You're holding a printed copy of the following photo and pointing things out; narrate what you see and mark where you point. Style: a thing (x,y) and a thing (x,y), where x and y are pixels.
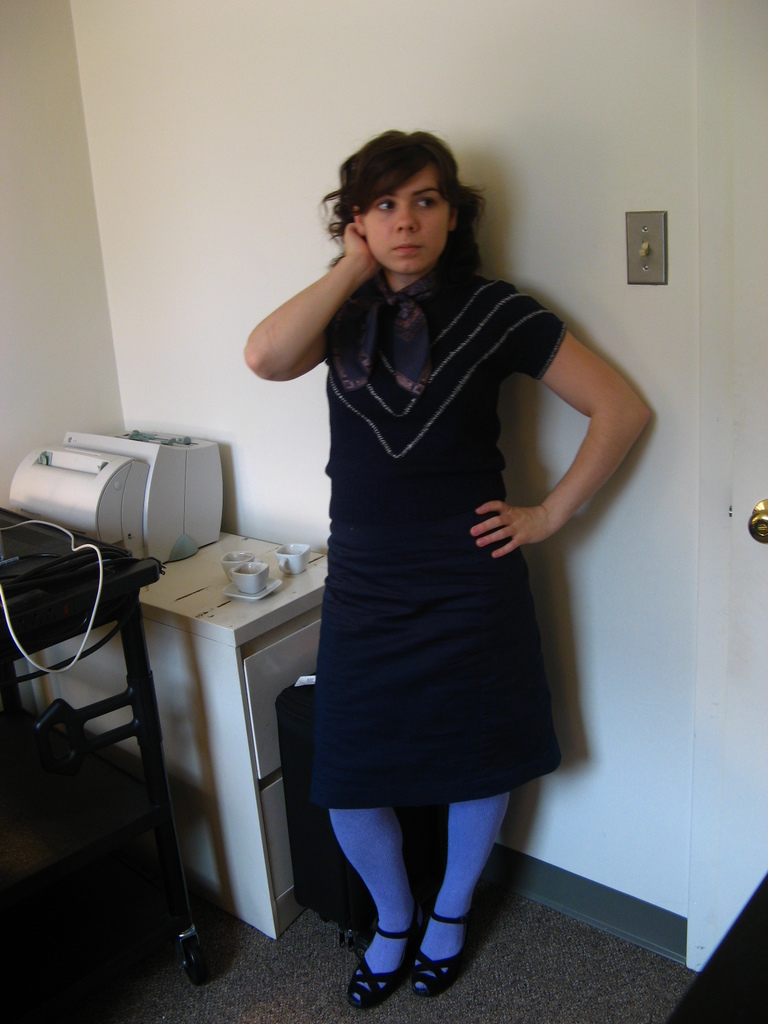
a person (387,523) is standing wearing a black dress (426,688). behind her there is a white wall (428,93).
